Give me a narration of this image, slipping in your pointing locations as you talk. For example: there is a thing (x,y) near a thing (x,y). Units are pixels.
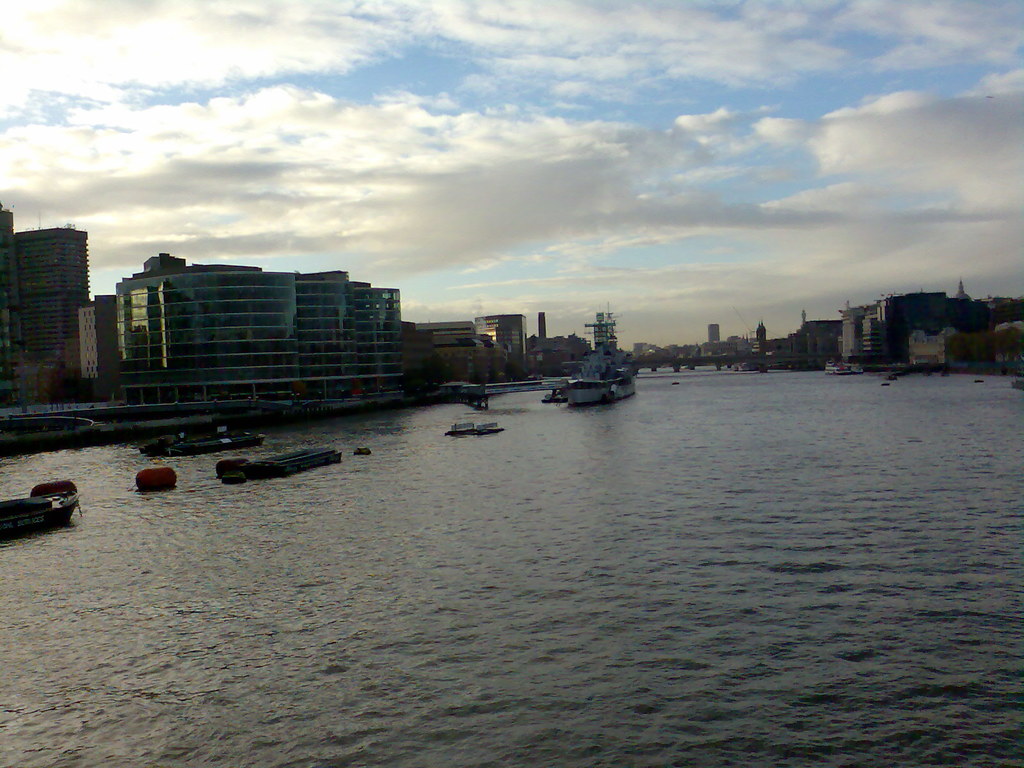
In this image we can see boats (320,453) on the surface (519,621) of water (482,644). Background of the image (146,351) buildings (678,353) are there. At the top of the image (526,83) sky (603,82) is there with clouds (211,180).
